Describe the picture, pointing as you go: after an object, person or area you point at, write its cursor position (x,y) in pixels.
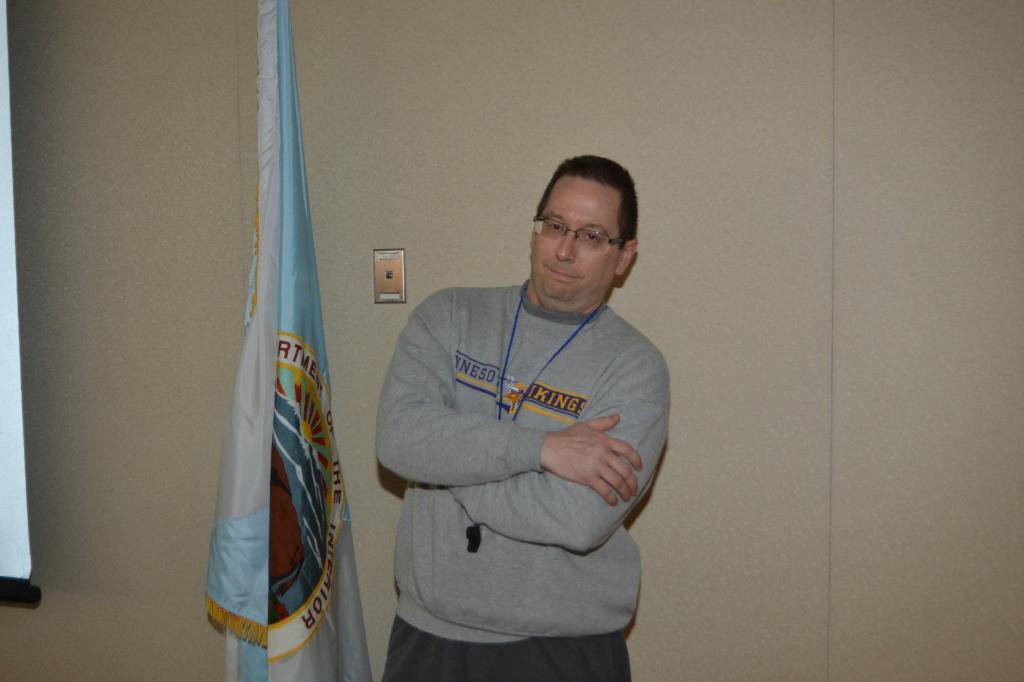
As we can see in the image, there is a man (552,384) standing. He is wearing spectacles (592,246). Beside the man (538,256) there is a flag (280,387) and behind the man (584,338) there is cream color wall (760,108).
